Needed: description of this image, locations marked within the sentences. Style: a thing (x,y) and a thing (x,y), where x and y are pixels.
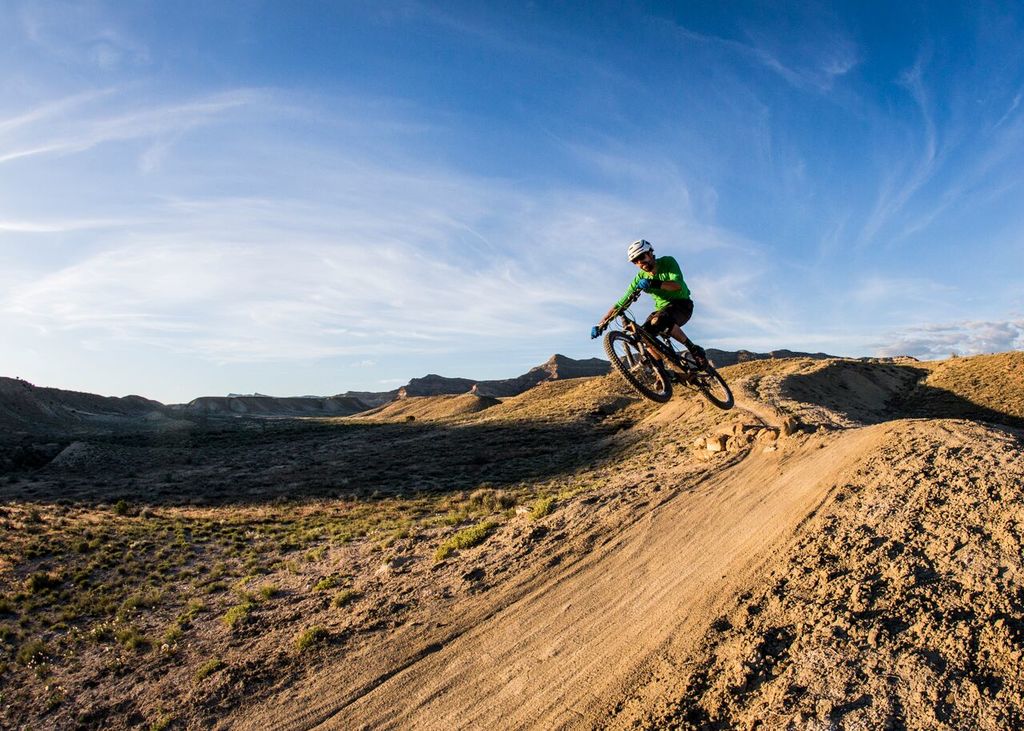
This is an outside view. At the bottom (686,571), I can see the ground (577,632). Here I can see a person (644,282) wearing a helmet (636,253) and riding a bicycle (654,375) in the air. At the top of the image (552,113) I can see the sky (425,129) and clouds (232,265).
